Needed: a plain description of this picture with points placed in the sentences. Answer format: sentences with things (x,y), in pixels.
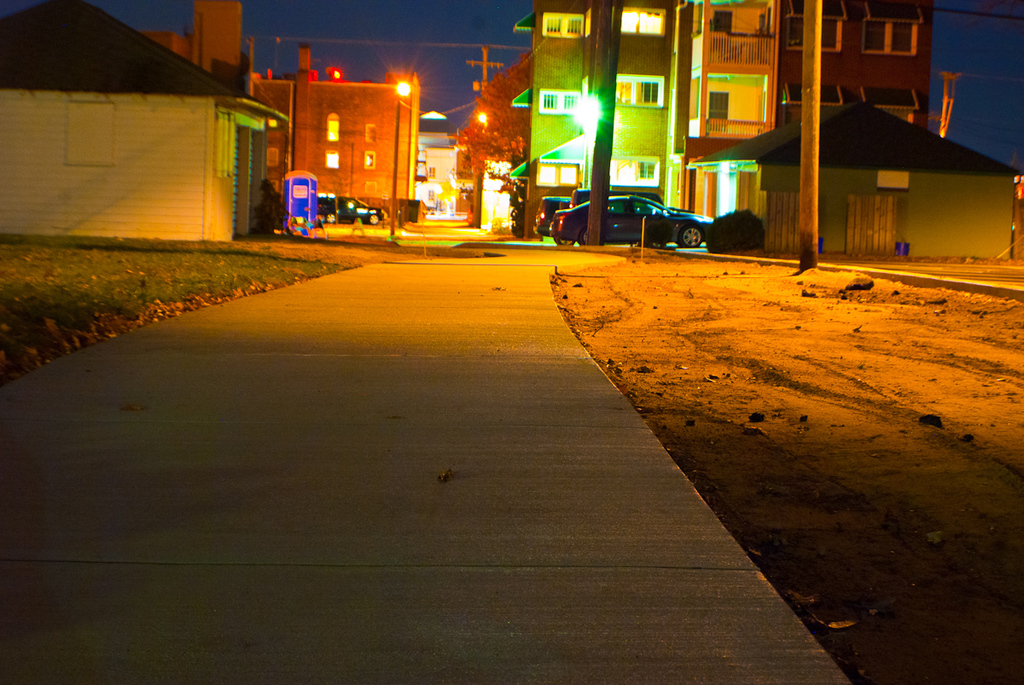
At the top (126,76) I can see buildings (347,108), poles (611,98), lights (587,105), trees (491,88), the sky (450,115) and vehicles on the road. This image is taken during night.
